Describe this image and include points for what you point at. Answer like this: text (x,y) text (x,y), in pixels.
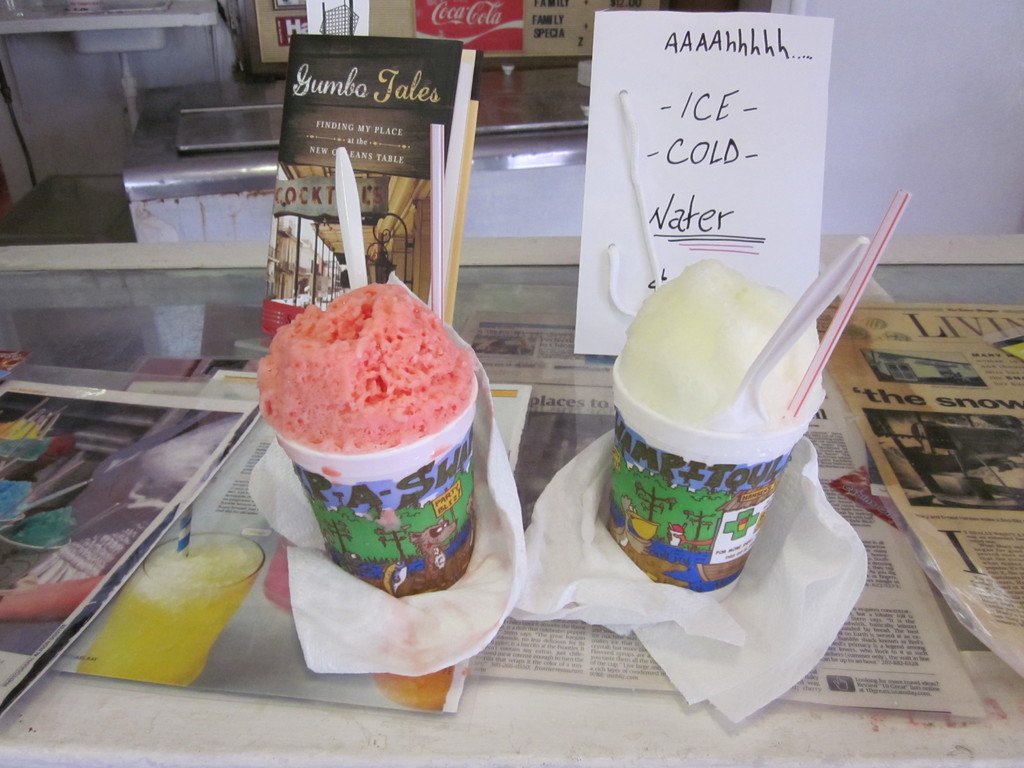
In this picture we can see a platform (252,335), on this platform (472,251) we can see newspapers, boards (416,279), tissue paper (399,284), cup ice creams (352,299), spoons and straws (435,176) and in the background (522,203) we can see a wall (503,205) and some objects (494,209).
